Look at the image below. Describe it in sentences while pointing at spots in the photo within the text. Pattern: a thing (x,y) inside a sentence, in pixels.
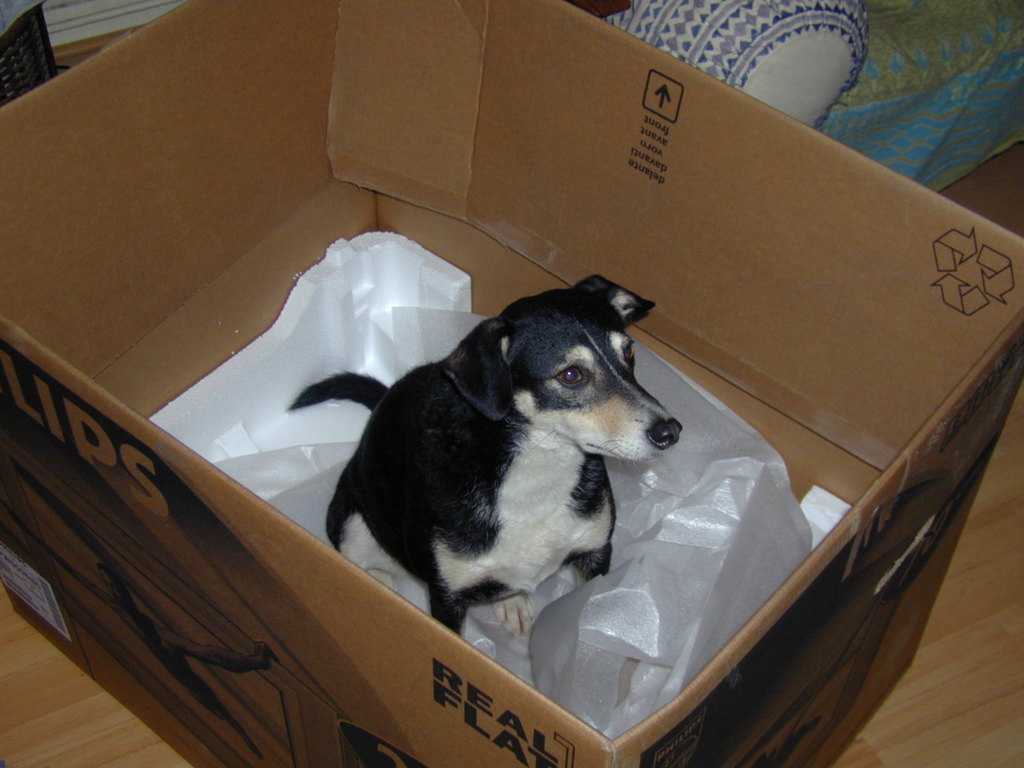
In this image there is a dog (623,397) in the cardboard box (661,334) having a cover (651,549) and a thermocol sheet (295,360). Behind there is a sofa (800,64). Left top there is a basket (22,46) on the floor (71,58).
